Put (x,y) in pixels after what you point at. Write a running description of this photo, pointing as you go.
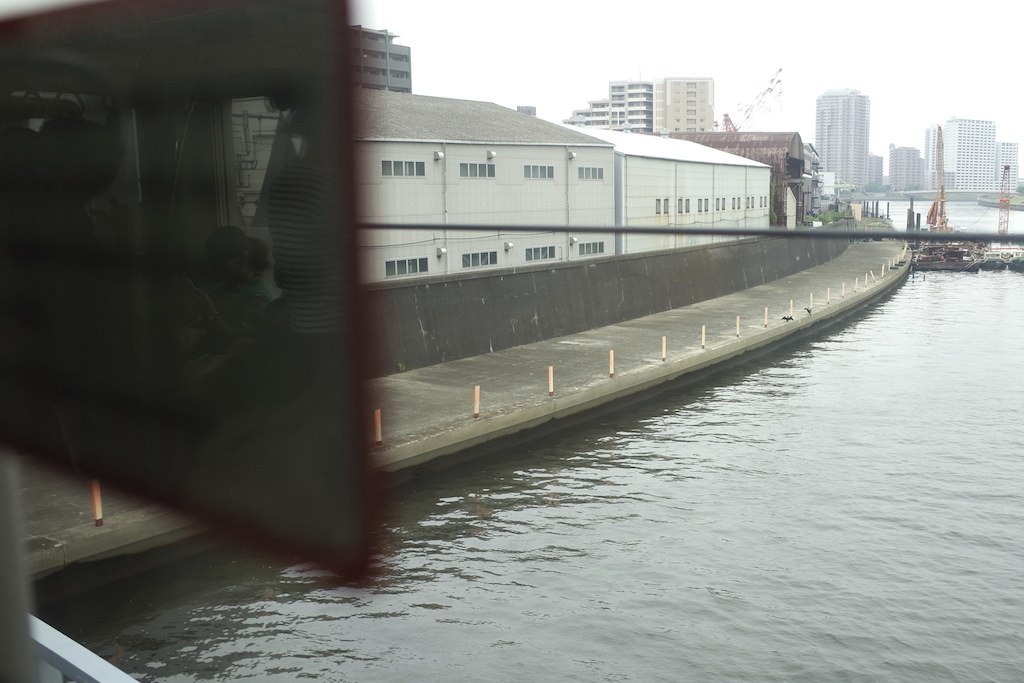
This is an outside view. At the bottom (626,504), I can see the water (920,500). On the right side (952,263) there are few boats (944,253) on the water (848,432). In the background (705,203) there are many buildings (746,163). At the top of the image (681,13) I can see the sky (577,37). On the left side (231,271) there is an object (159,308) which seems to be a board (189,283).
